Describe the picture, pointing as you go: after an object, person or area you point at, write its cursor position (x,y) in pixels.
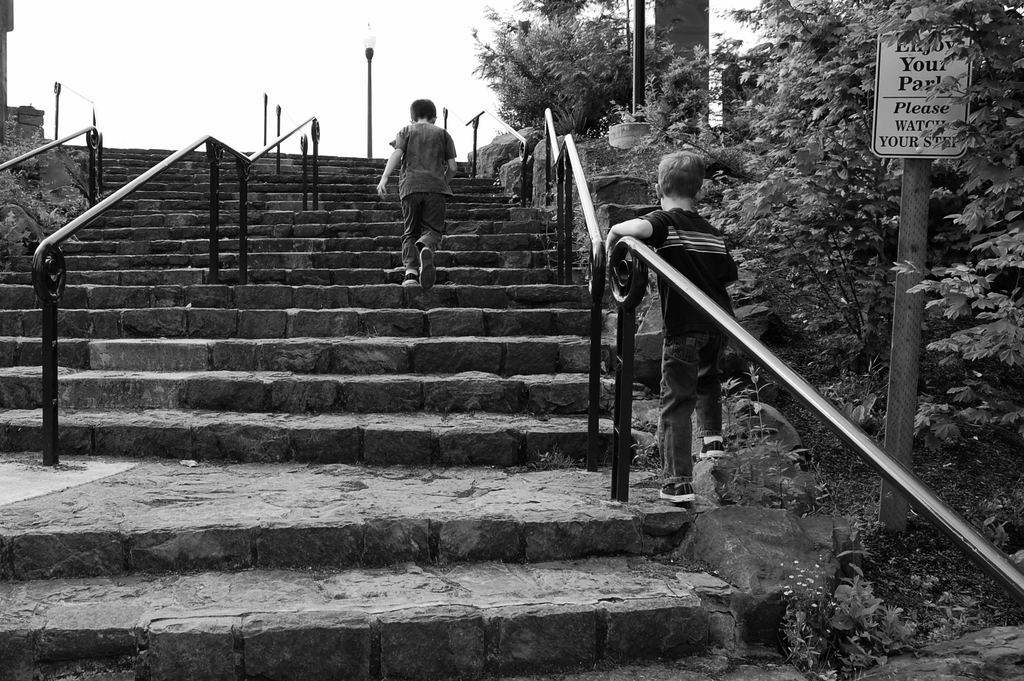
In this image I can see stairs (427,301) and two people (408,147) are walking. I can see poles (596,396), signboards (878,131), trees (861,138) and light poles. The image is in black and white.
